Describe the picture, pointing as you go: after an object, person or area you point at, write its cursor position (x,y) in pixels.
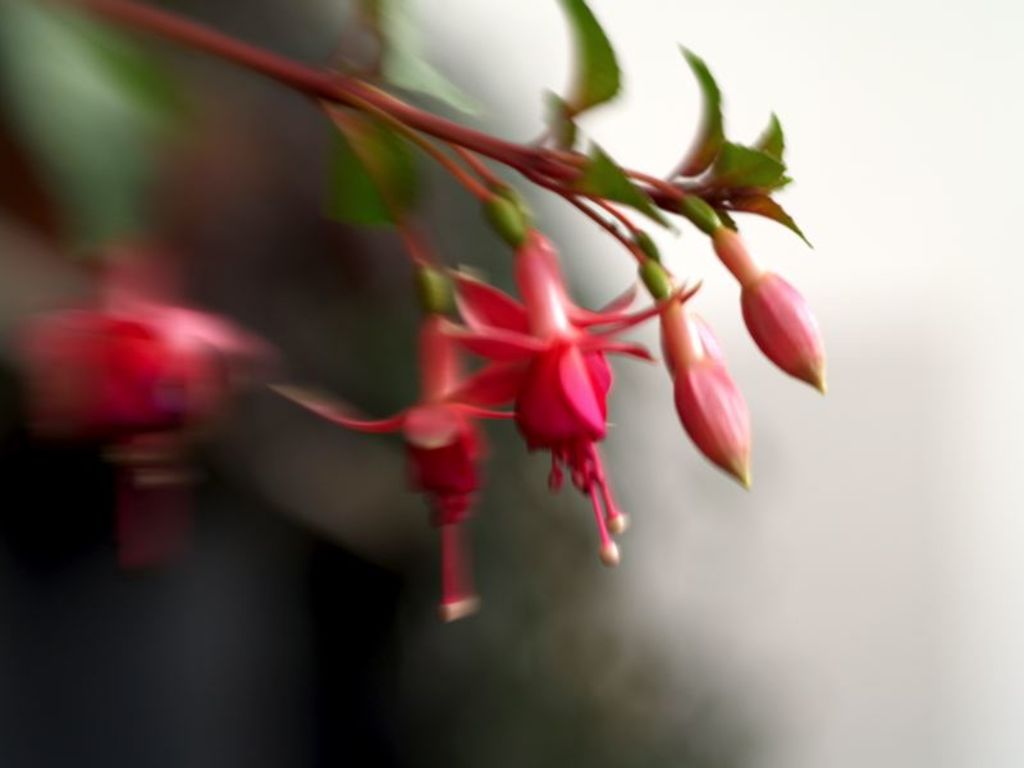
The picture is blurred. In the center of the picture (579,347) there are flowers (595,378), buds (648,266), leaves (601,162) of a plant (206,42).
